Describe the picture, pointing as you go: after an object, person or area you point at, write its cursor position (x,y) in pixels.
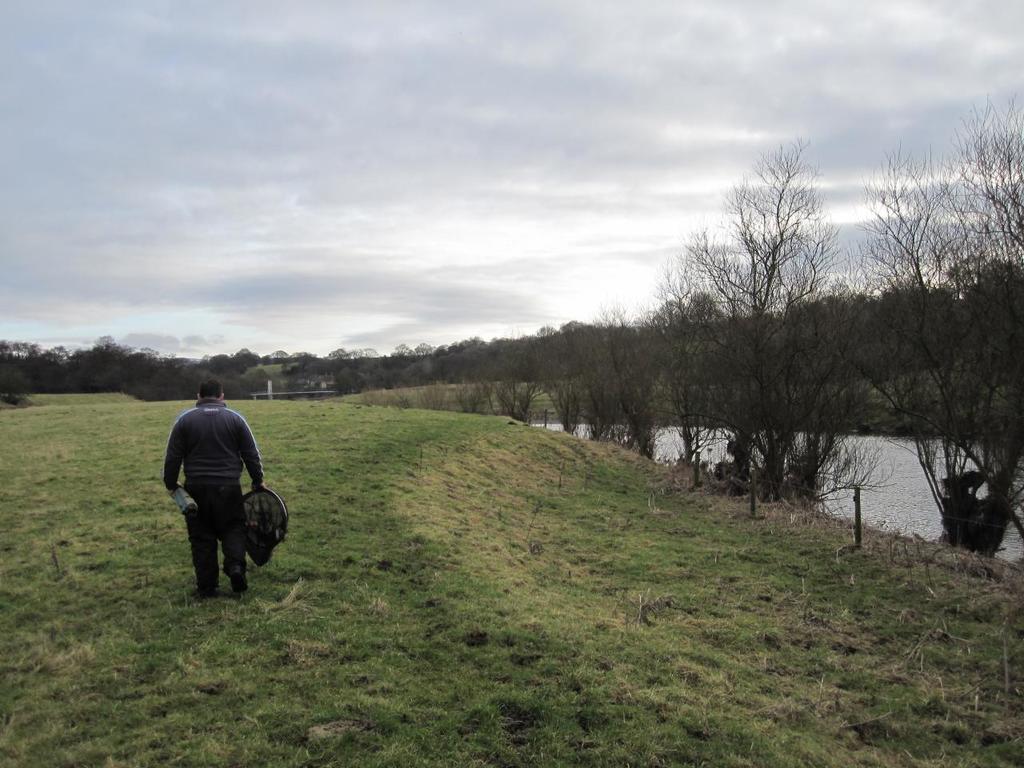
There is a person (234,424) holding something and standing on the grasses (165,527). On the right side (725,376) there are trees (857,460) and water (897,480). In the background (405,401) there are trees (615,360) and sky (455,133).
